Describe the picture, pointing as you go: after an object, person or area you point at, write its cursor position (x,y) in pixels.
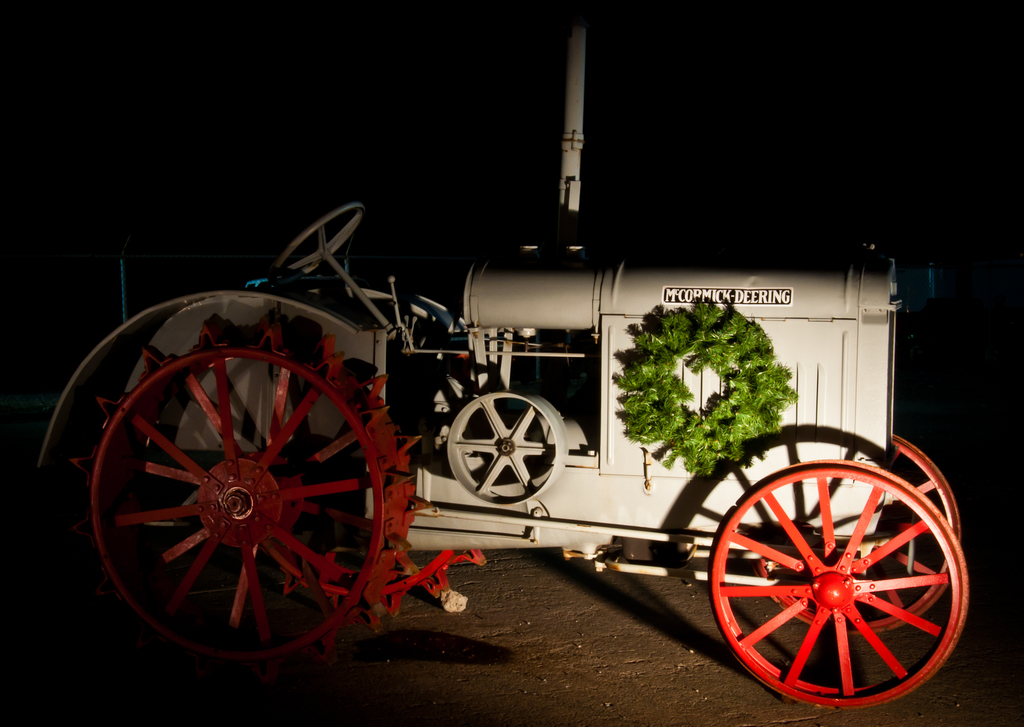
In this image I can see a vehicle (326,330) in the front (683,499) and on the right side of this vehicle (788,329) I can see a green colour garland (731,344). I can also see something is written above the garland (663,330) and I can see this image is little bit in dark.
